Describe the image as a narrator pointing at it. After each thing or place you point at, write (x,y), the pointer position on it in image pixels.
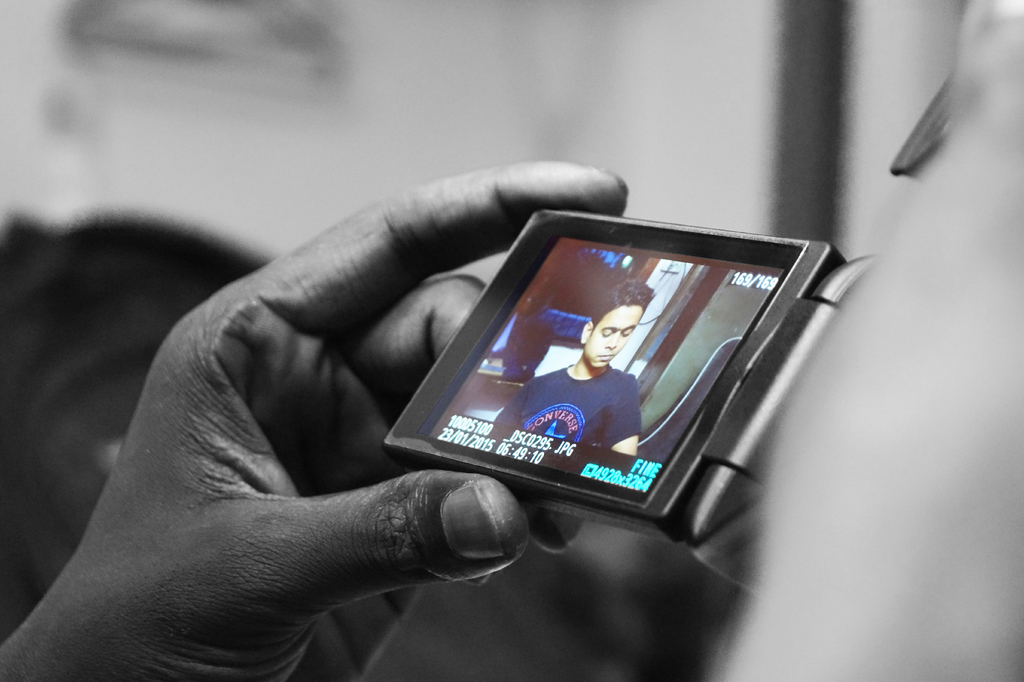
In this image, we can see a human hand (316,511) is holding a camera (580,499). Here we can see the screen (603,356). In the screen (575,397), a person (591,394) is viewing. Background (520,96) we can see white and black color.
